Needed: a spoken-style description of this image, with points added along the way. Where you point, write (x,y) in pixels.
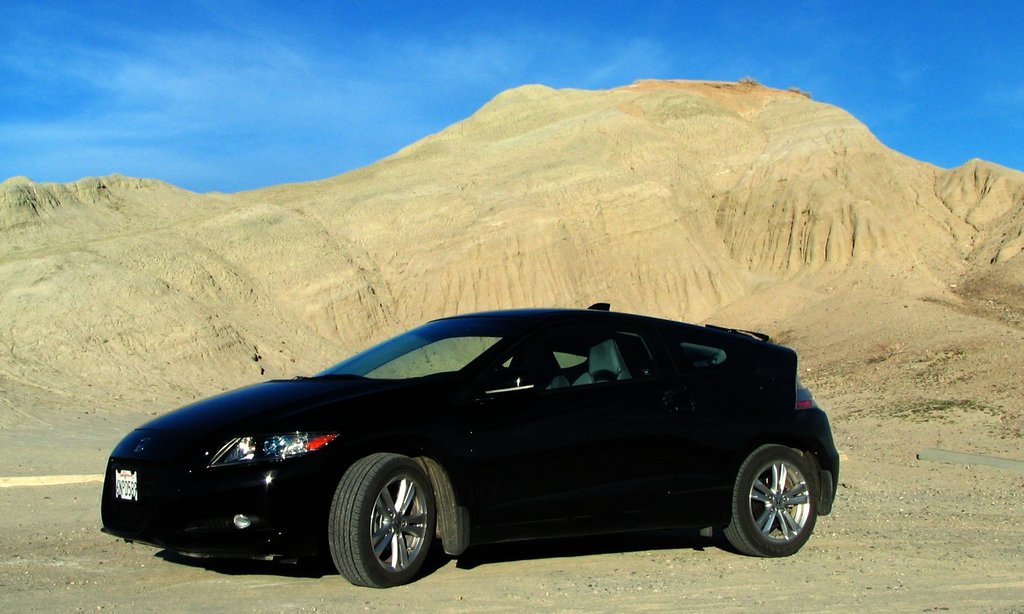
In this image I can see a car (373,469) which is in black color. Background (924,88) I can see sand (526,192) in brown color and sky (309,96) is in blue color.
